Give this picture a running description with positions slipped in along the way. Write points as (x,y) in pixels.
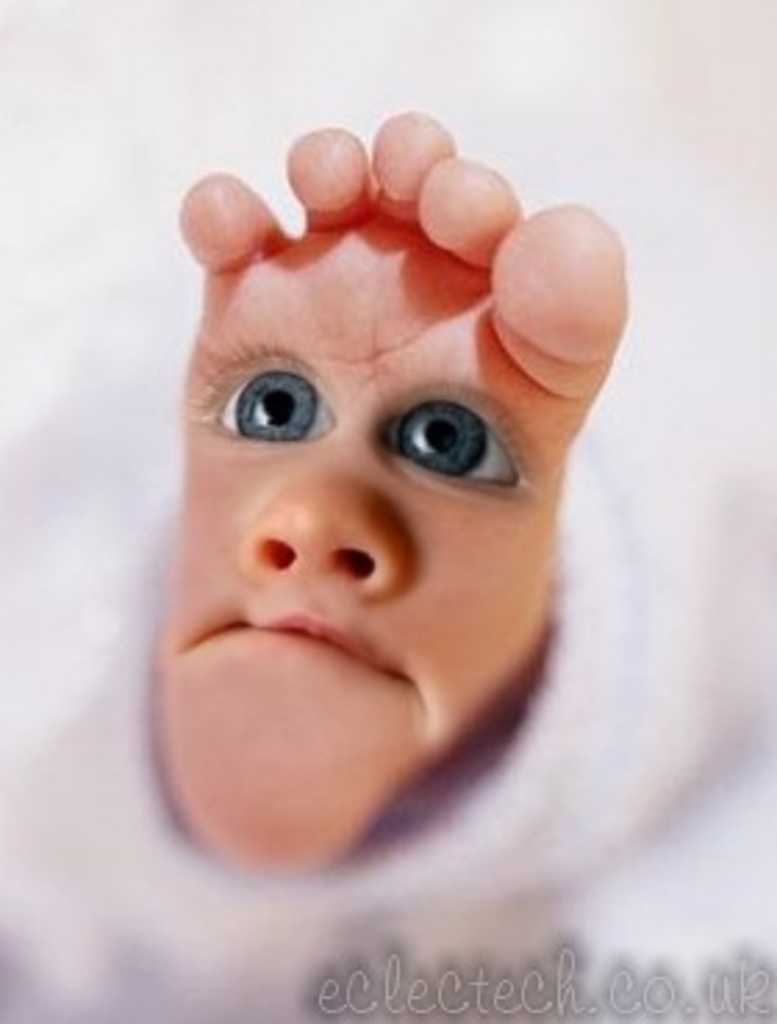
In this image we can see an edited picture. In the center of the image (273,417) we can see leg (433,258) of a child (433,258), on which we can see eyes (282,421), nose (320,478) and mouth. At the bottom of the image (564,985) we can see some text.
